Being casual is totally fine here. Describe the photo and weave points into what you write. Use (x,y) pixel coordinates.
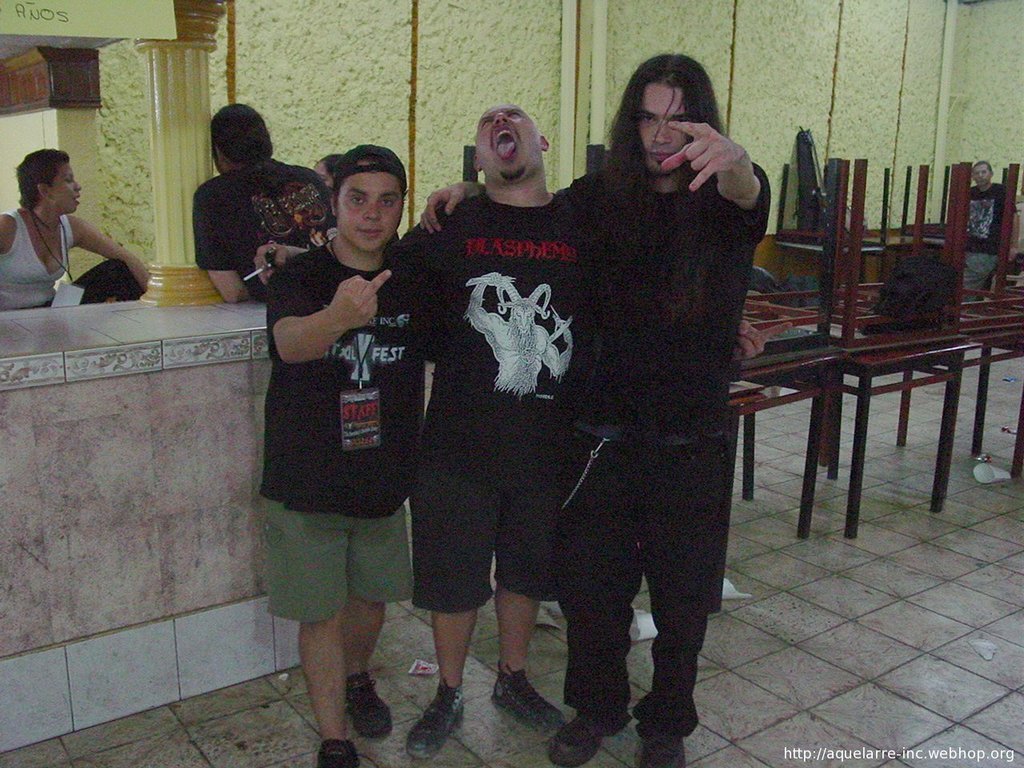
This picture shows a room (458,91) and we see few people (555,245) standing and we see tables (880,344) and a bag (927,316) on it and we see a man (358,173) wear a cap (367,168) on his head (368,177) and on the side we see a woman (113,248) seated and she wore a id card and we see a man (258,256) holding a cigarette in his hand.
